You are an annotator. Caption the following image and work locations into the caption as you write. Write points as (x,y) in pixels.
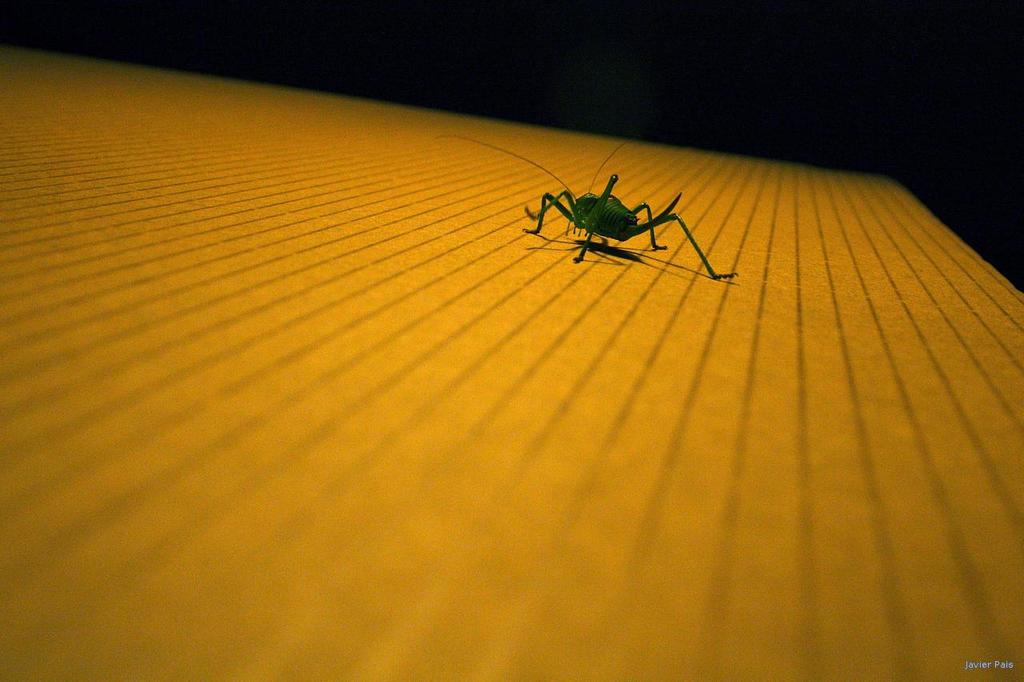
In this image I can see a green color insect (640,208) on the yellow color surface (605,288). Background (834,28) is in black color.
